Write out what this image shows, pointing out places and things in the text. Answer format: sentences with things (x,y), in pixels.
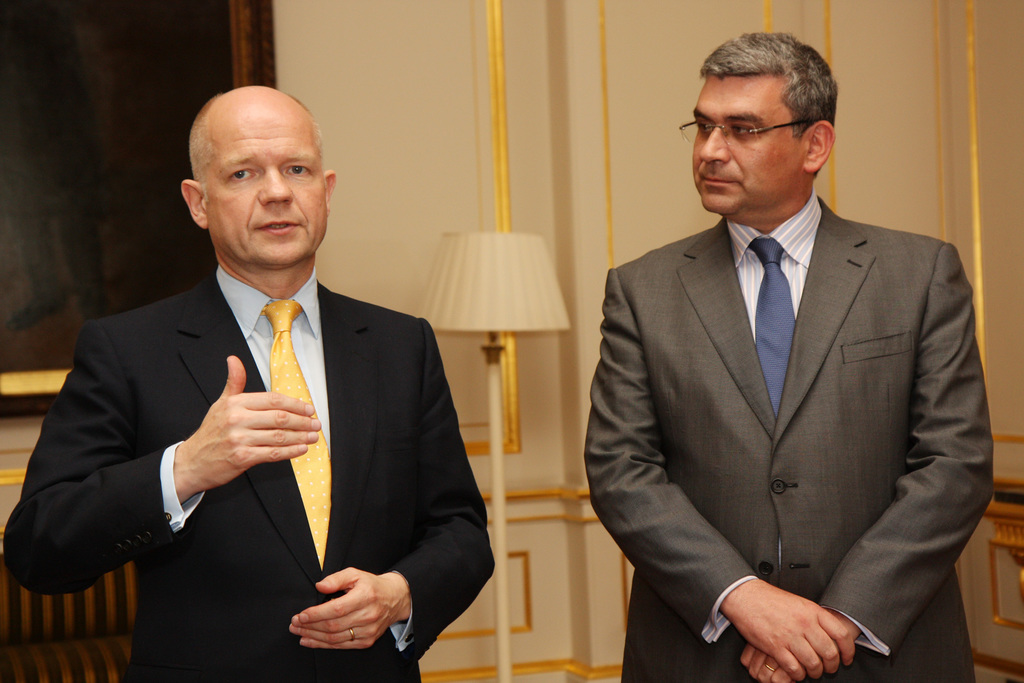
There are two people (607,286) standing. Person (717,375) on the right (773,279) is wearing a specs (744,131). In the background (509,260) there is a standing lamp (508,314), wall (512,339). On the wall (408,101) there is a photo frame (156,61) on the wall (281,45).
